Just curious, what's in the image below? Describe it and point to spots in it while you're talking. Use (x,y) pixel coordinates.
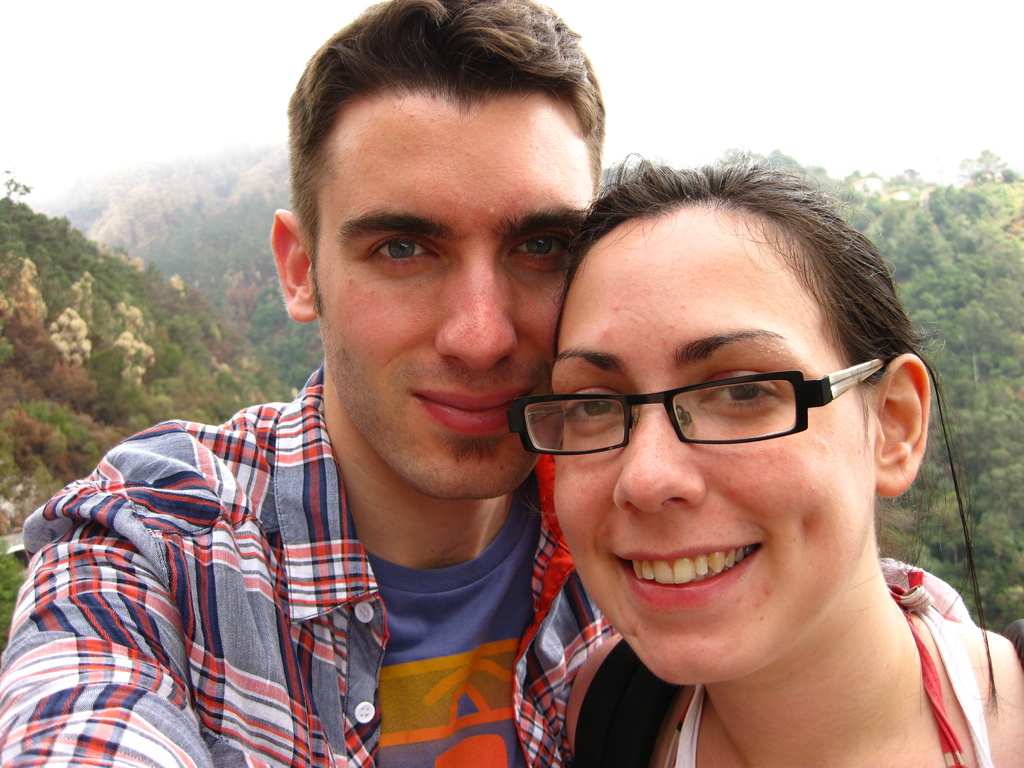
In this image there is a man (486,723) and woman (581,680) standing together and smiling behind them there are mountains (8,514) covered with so many trees (974,475).
